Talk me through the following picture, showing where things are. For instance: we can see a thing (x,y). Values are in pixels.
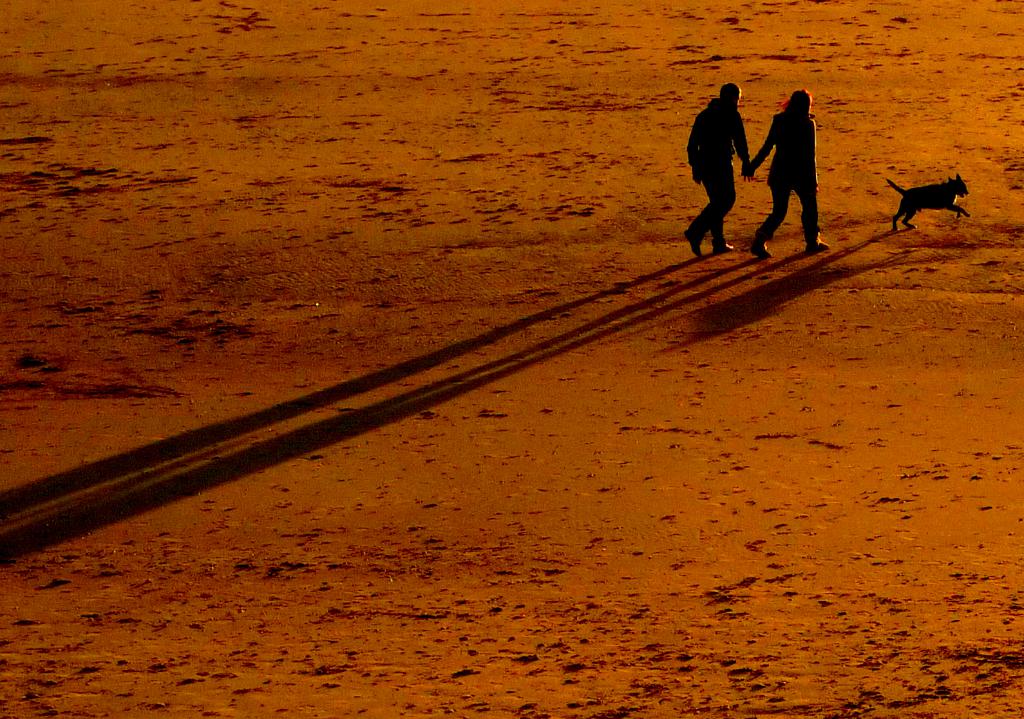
In this picture I can see couple of them (781,194) walking and I can see a dog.
